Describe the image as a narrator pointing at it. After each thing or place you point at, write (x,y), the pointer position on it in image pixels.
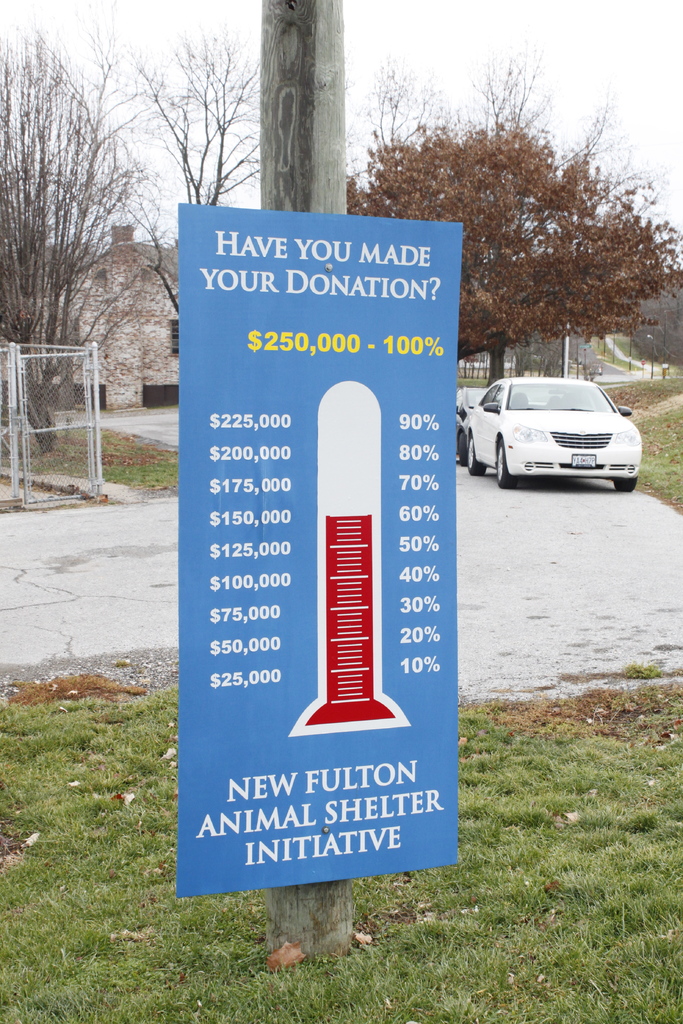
This looks like a board (330,781), which is attached to the pole (280,146). I can see two cars (499,434), which are parked. I think this is the fence (62,445). These are the trees (523,146). Here is the grass (460,930). In the background (145,343), that looks like a building (143,351).
